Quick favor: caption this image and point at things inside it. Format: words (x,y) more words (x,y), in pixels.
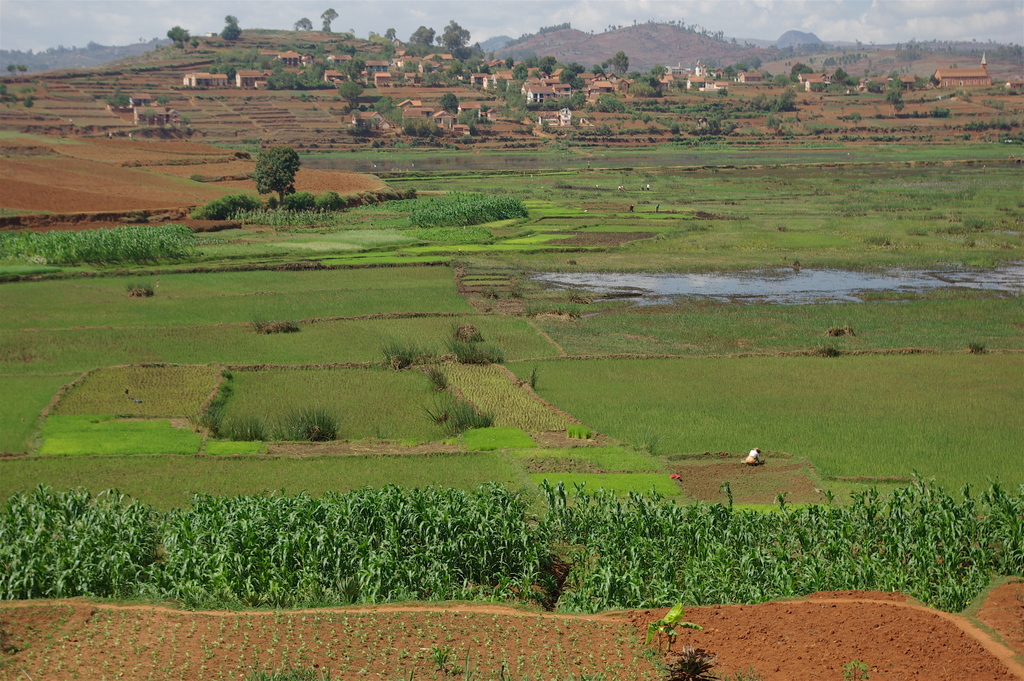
The ground (539,391) is greenery (542,483) with few green plants (449,501) and grass (446,416) and there are trees (288,86) and houses (207,73) in the background (570,87).
